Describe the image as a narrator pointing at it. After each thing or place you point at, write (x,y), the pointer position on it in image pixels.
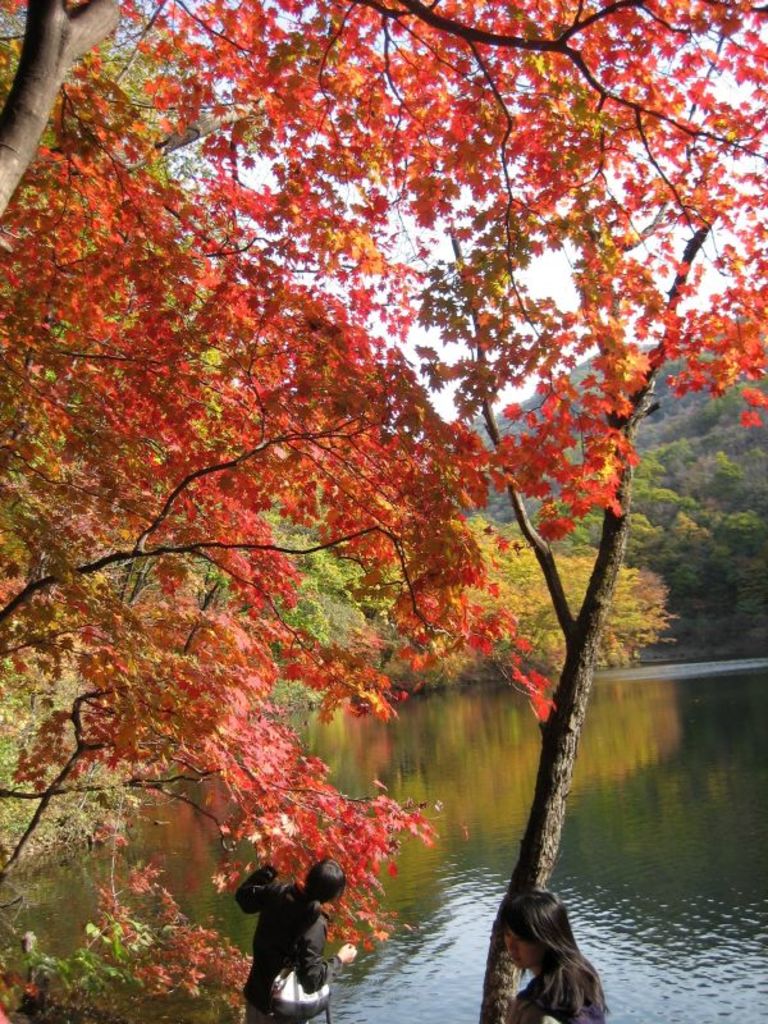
As we can see in the image there are trees (506,553), grass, two women (315,924) wearing black color dress (300,964) and on the top (450,250) there is a sky (536,272).
